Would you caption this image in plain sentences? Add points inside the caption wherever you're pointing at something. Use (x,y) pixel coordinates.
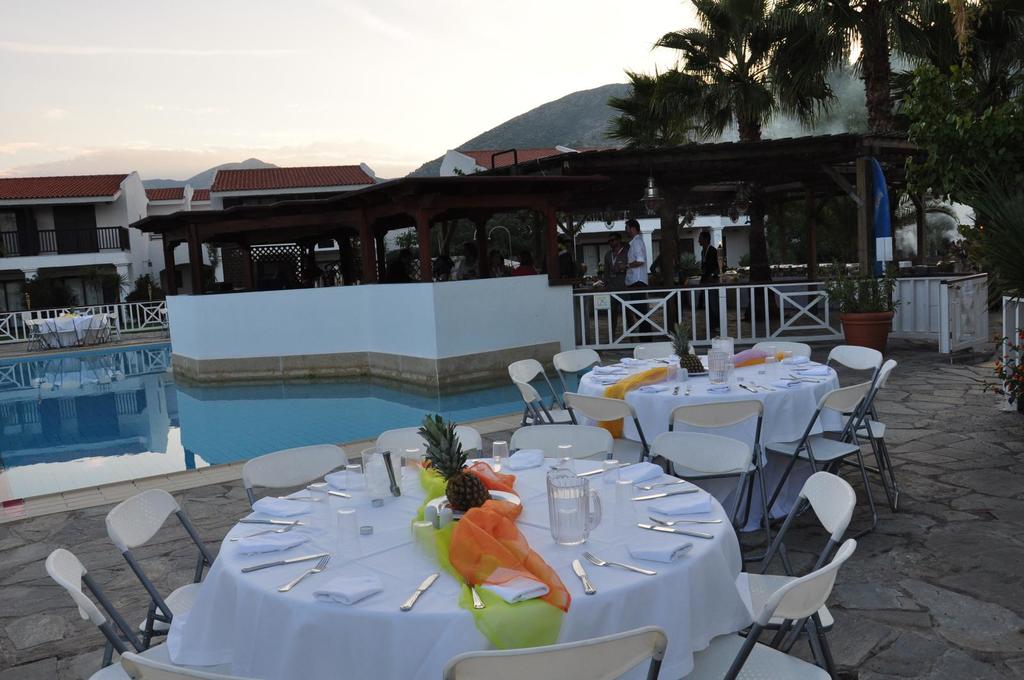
In this image I can see two tables (639,410) and few chairs (690,434). On these tables (702,387) I can see few glasses (614,466), knives (266,521) and forks (619,566). In the background (604,248) I can see few people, few trees (876,61) and few buildings (69,187). Here I can see a swimming pool (111,401).
